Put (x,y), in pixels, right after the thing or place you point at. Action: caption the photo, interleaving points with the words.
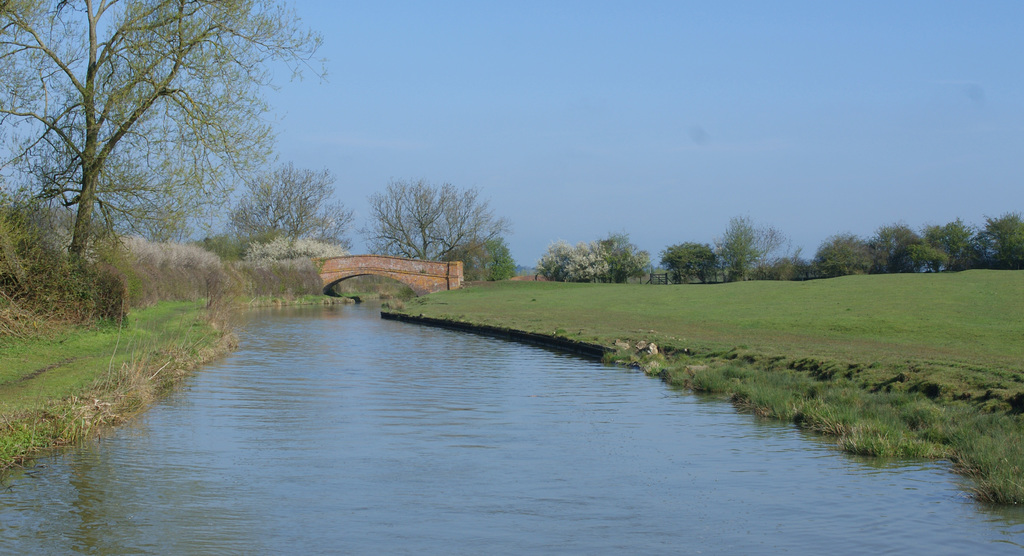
Beside this water (288,388) there is a grass (85,350), plants (231,337) and trees (989,260). Far there is a bridge (404,261). Background (435,142) we can see a blue sky (447,136).
